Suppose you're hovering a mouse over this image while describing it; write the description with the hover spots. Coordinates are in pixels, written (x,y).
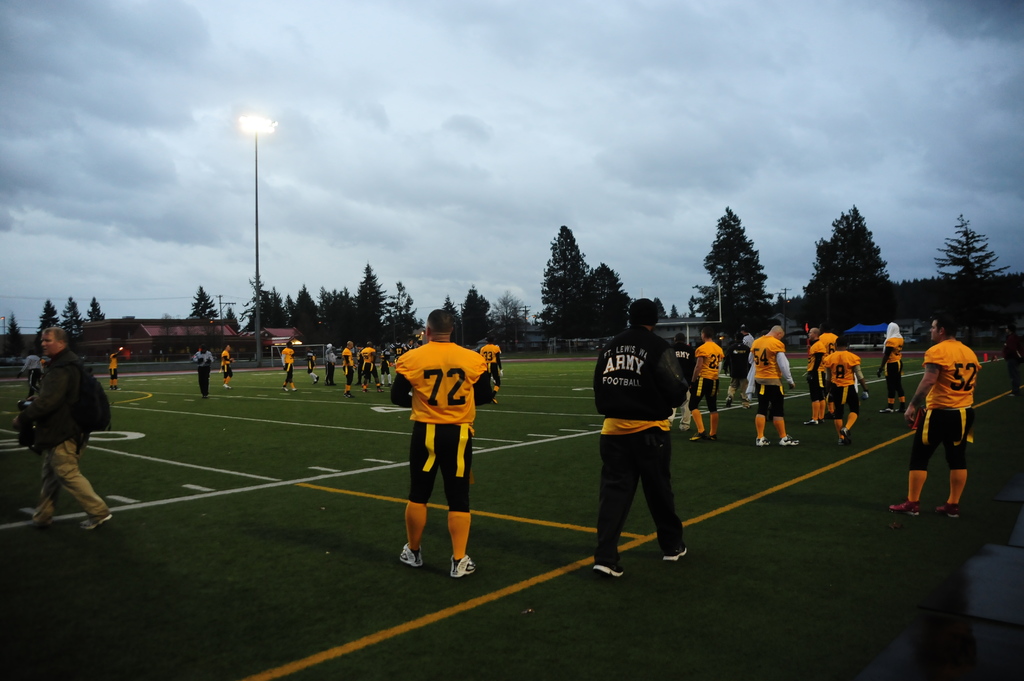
In the front of the image (662,379) there are people (53,379), ground (322,431), building (289,332), light pole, trees (314,322) and objects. In the background of the image (773,134) there is a cloudy sky (546,198). Among them few people (194,359) are walking and holding objects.
